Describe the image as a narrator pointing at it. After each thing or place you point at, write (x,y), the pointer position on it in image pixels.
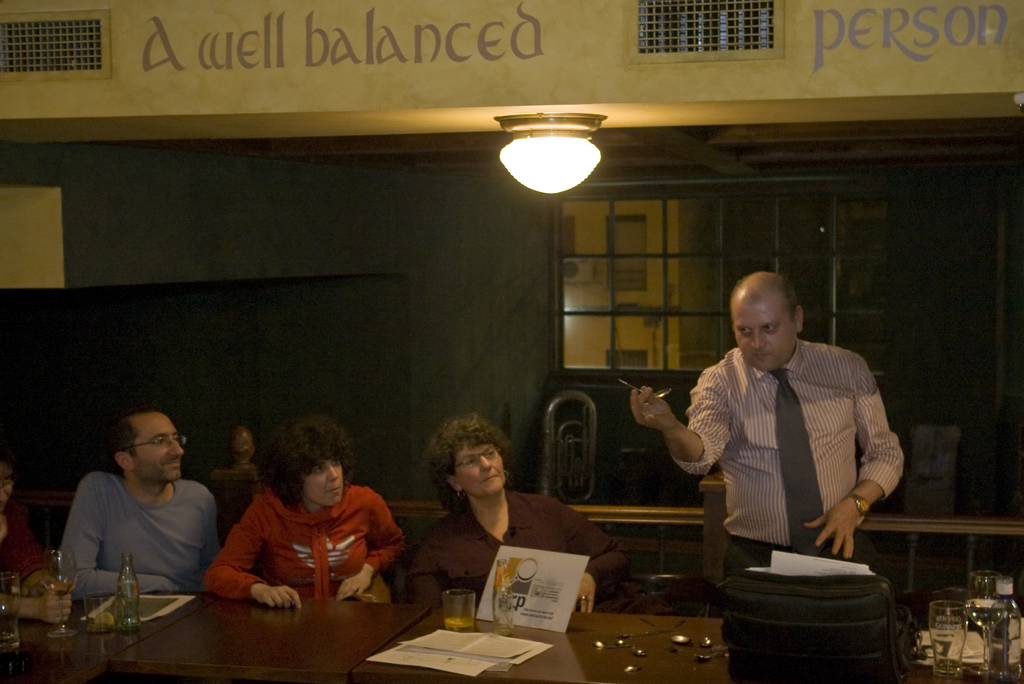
In this picture we can see a person (809,487) who is standing, and these three persons (358,566) sitting on the chairs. This is the table (267,653). On the table (325,680) there is a glass (461,612) and a bottle (126,568). And on the background (396,303) there is a wall (395,285), this is the window (684,254). Even we can see a light (535,144) here.
